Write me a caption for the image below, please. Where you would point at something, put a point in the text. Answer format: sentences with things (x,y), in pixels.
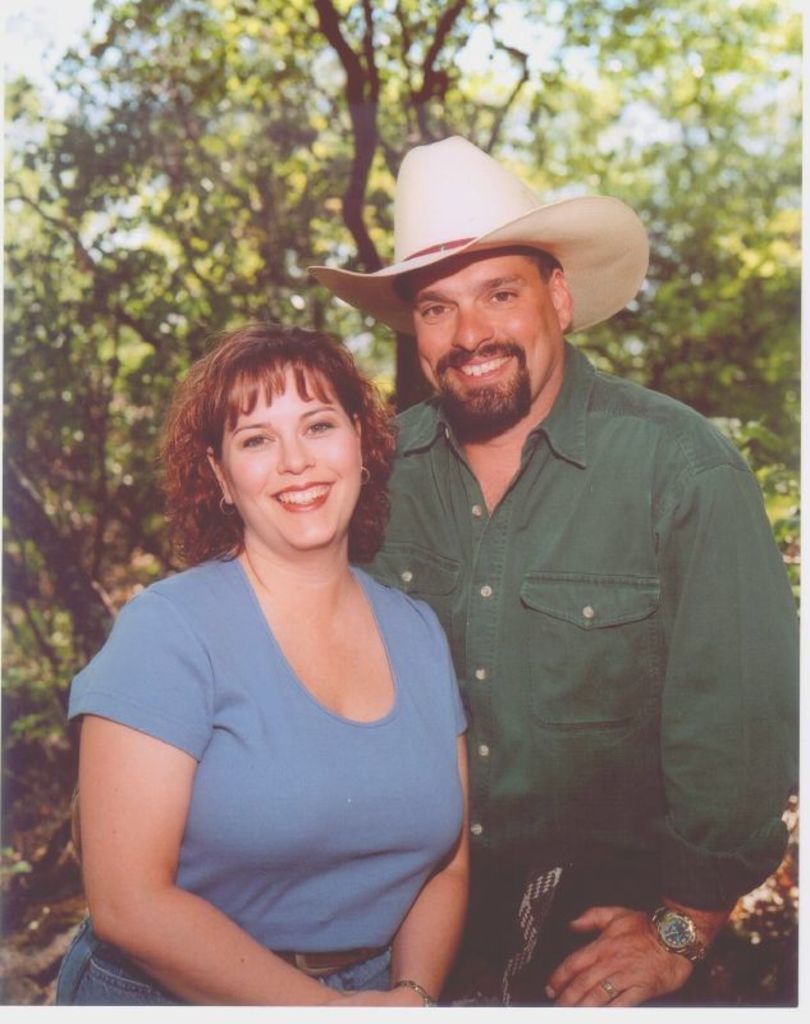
In this image in the front (495,653) there are persons (454,733) smiling. In the background (322,302) there are trees (333,249).
